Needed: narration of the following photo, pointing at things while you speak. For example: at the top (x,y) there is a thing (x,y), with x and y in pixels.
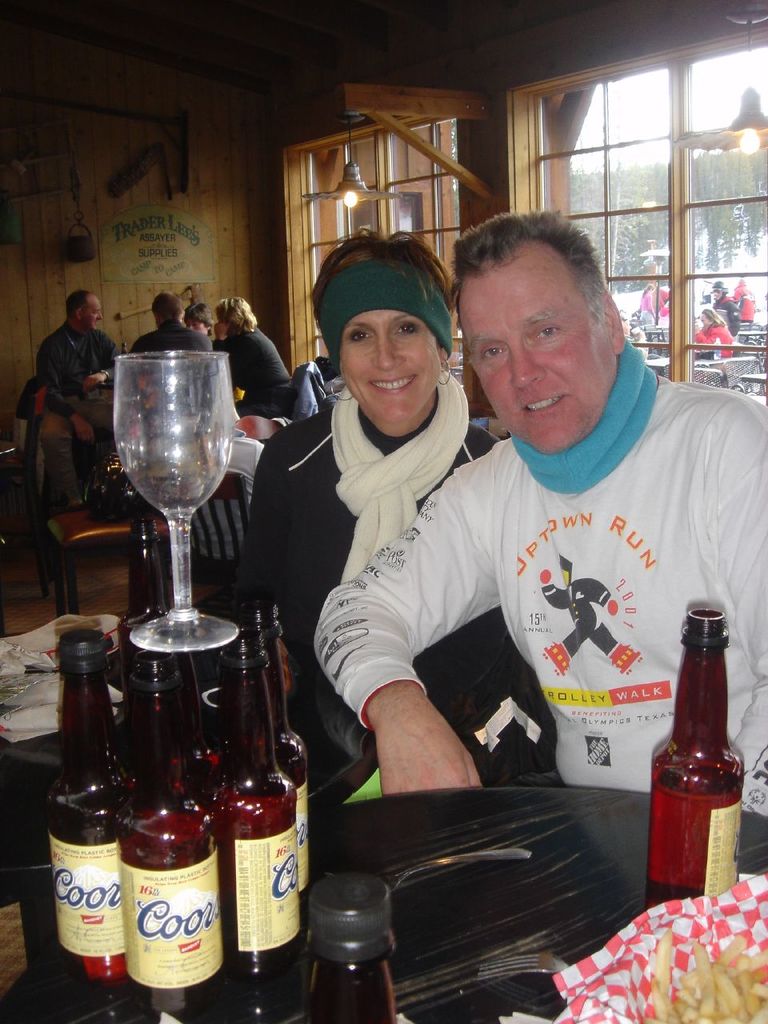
In this picture there is a man (452,569) and a woman (362,482) sitting in the chairs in front of the table (604,834) on which some bottles (268,771) and a glass (175,599) were placed. In the background (74,332) there are some people (140,338) sitting and we can observe a wall (224,245) here along with a windows (300,228) and a light (352,184).
